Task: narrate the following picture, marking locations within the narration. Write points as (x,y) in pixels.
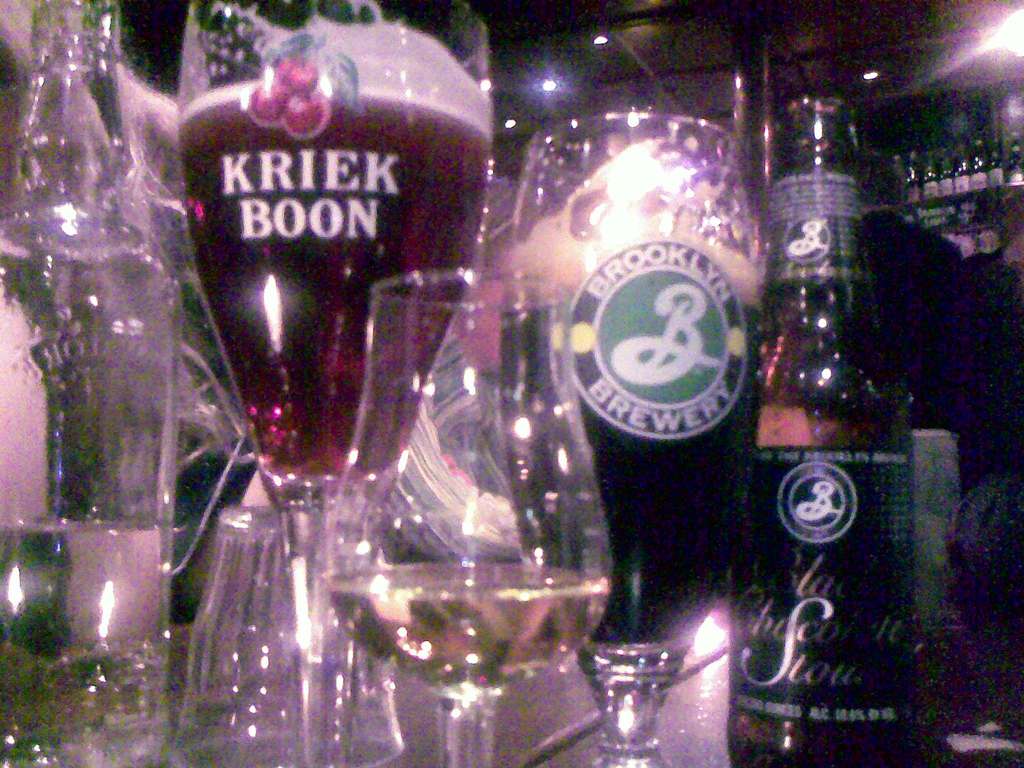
In this image I can see the glasses (352,355) and bottles (6,659) on the table (424,715). At the back (910,247) there is a person (915,272) standing. And In the top (878,76) there are lights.
